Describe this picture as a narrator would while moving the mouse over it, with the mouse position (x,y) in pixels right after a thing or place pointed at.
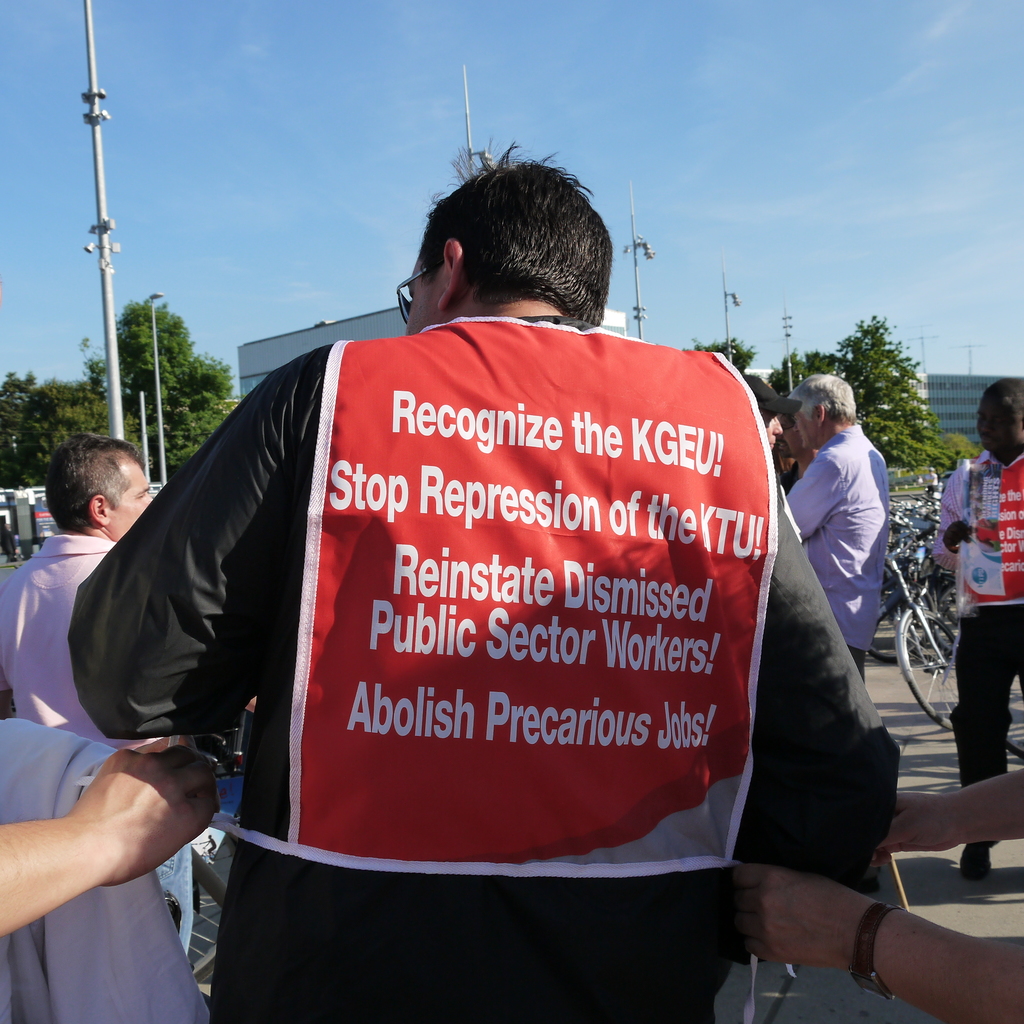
In the foreground of this image (587,827), there is a man (551,947) standing and we can also see two people (744,875) tying a poster (330,859) like an object (317,815) to him. In the background (850,483), there are men (99,523) standing, few bicycles (896,539), poles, buildings (958,390), trees (880,373) and the sky (319,102).
